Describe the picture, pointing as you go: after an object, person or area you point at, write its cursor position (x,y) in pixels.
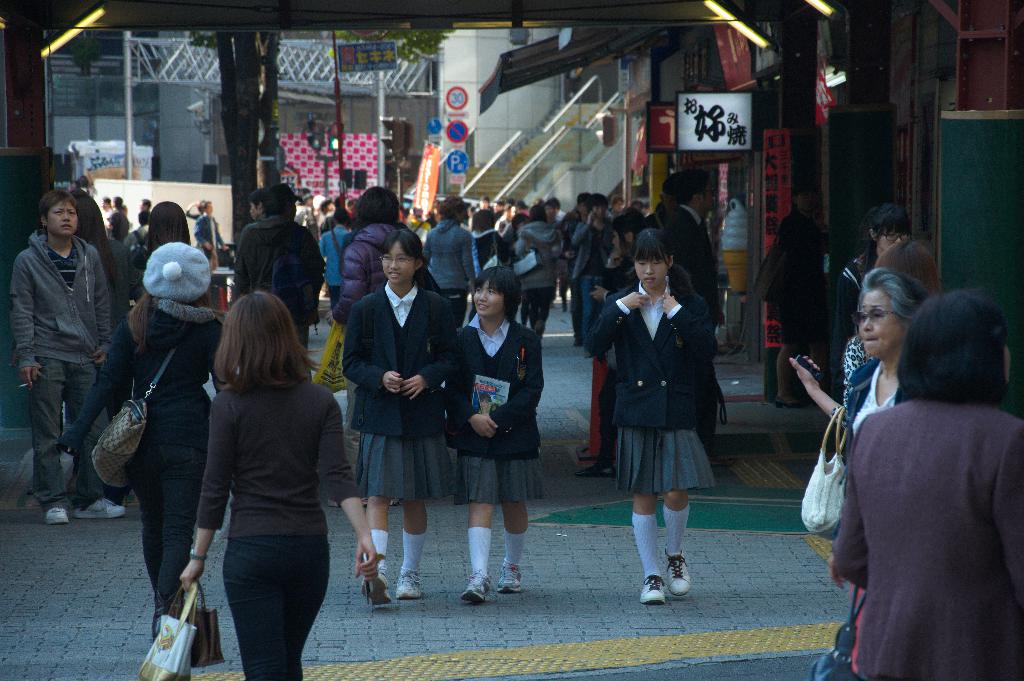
In this image I can see group of people (383,321), some are standing and some are walking. In front (268,582) the person (273,496) is wearing black color dress (275,440) and holding few bags (202,661). In the background (713,140) I can see few boards (768,171) attached to the poles (381,91) and I can also see few stairs (591,153) and I can see few buildings (453,73) in white and gray color.
